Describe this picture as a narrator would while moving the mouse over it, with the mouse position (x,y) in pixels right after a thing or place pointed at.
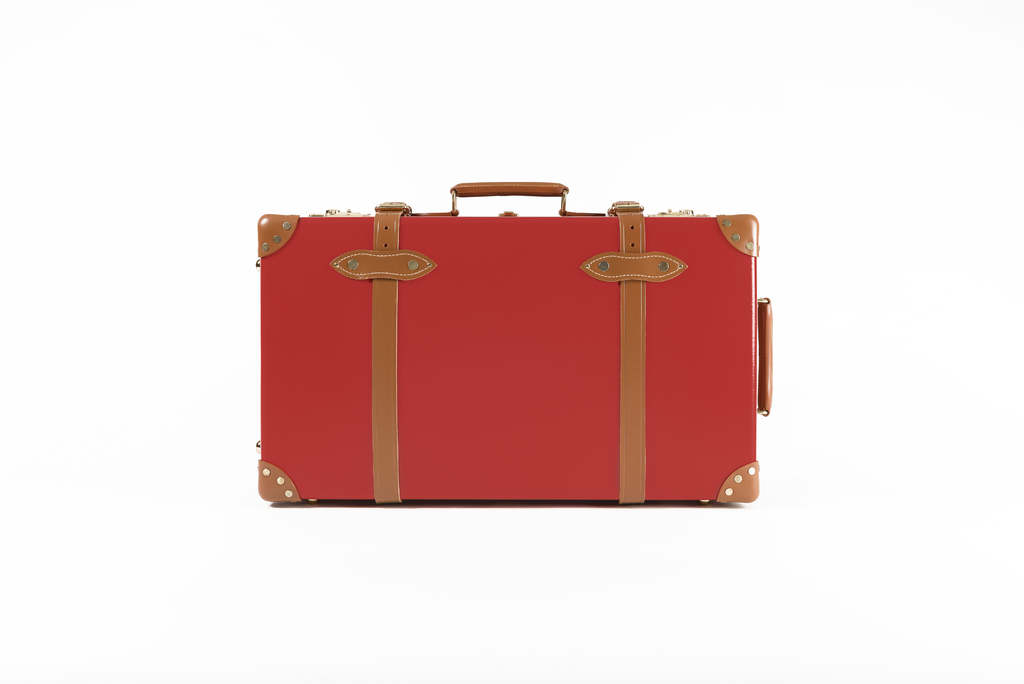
There is a red color suitcase (371,324) with two belts (397,375) on it in this given picture. The background (150,211) is white in color.
